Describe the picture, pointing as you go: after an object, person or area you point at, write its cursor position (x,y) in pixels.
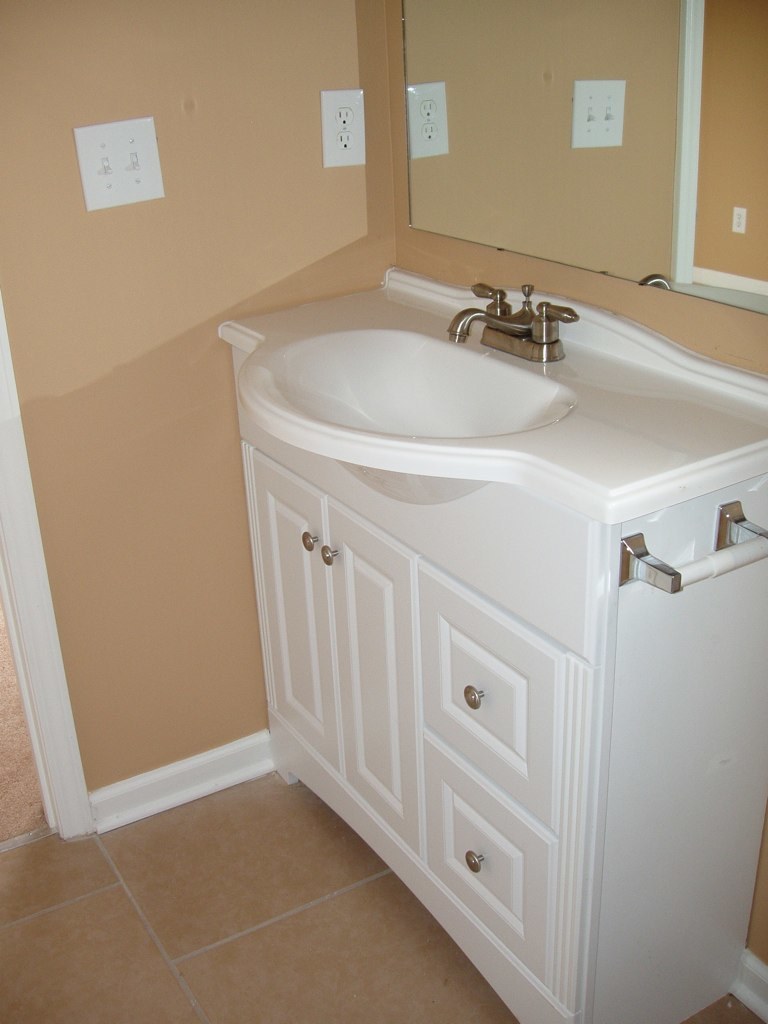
In this image I can see the white color sink (378,459) and the tap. In the top (496,121) there is a mirror (419,174) to the brown color wall (294,142).
